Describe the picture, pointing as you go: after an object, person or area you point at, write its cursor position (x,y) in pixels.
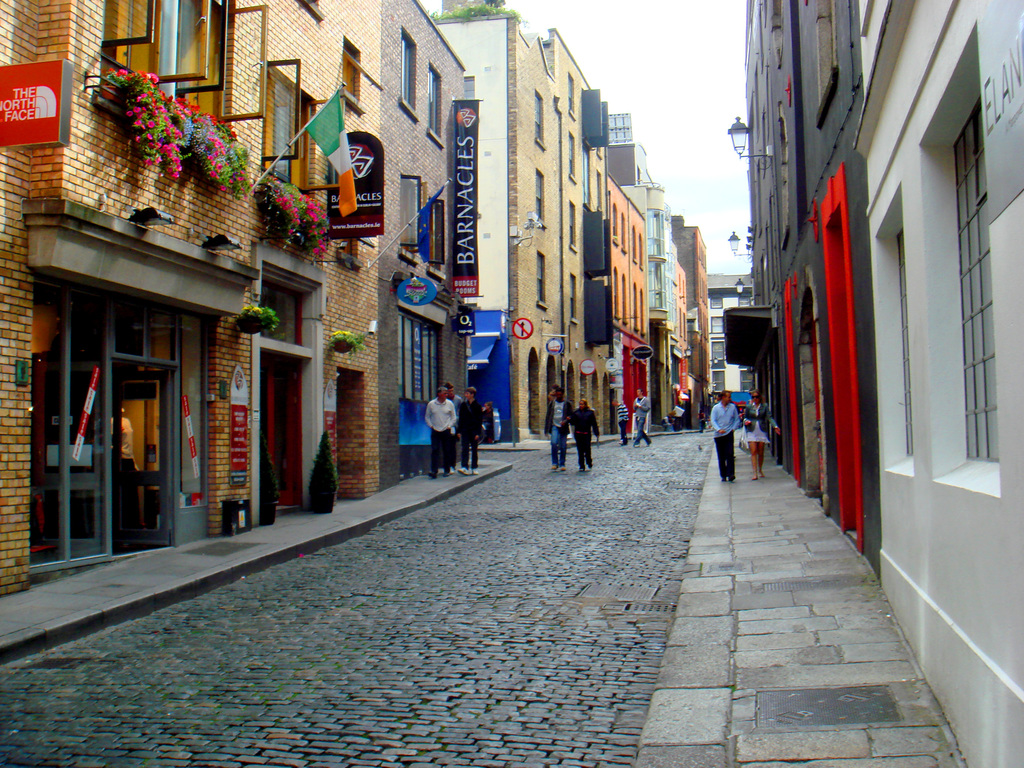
In this picture there are few people (584,464) standing and there are buildings (610,265) on either sides of them.
